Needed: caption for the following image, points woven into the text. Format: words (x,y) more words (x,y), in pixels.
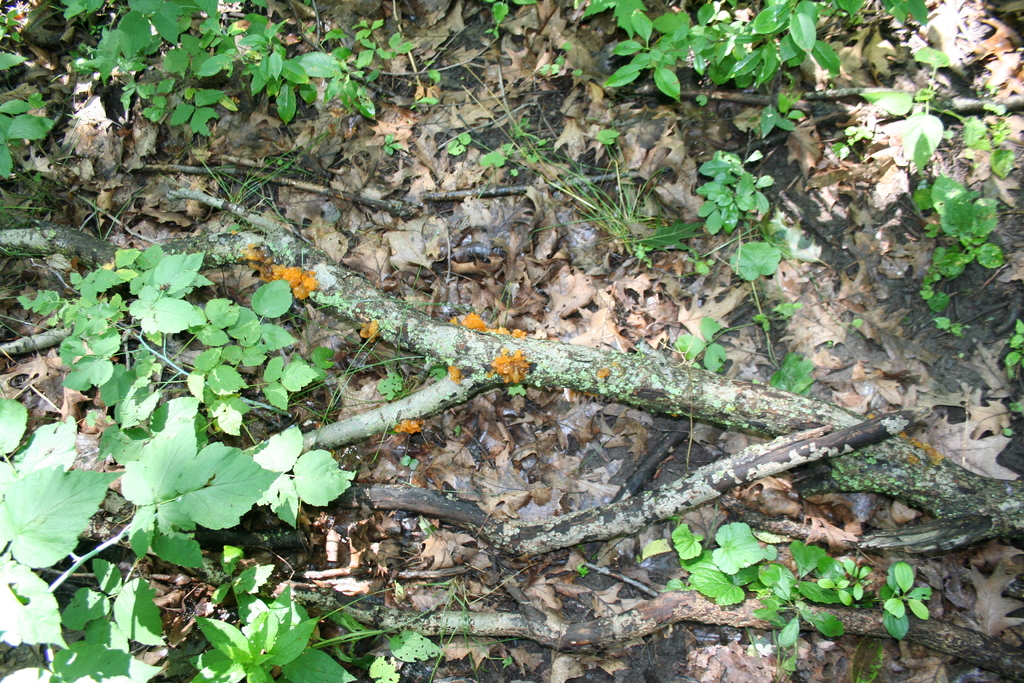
In this image I can see few plants (276,313), sticks (375,302) and dry leaves (524,178) on the ground (571,251).
